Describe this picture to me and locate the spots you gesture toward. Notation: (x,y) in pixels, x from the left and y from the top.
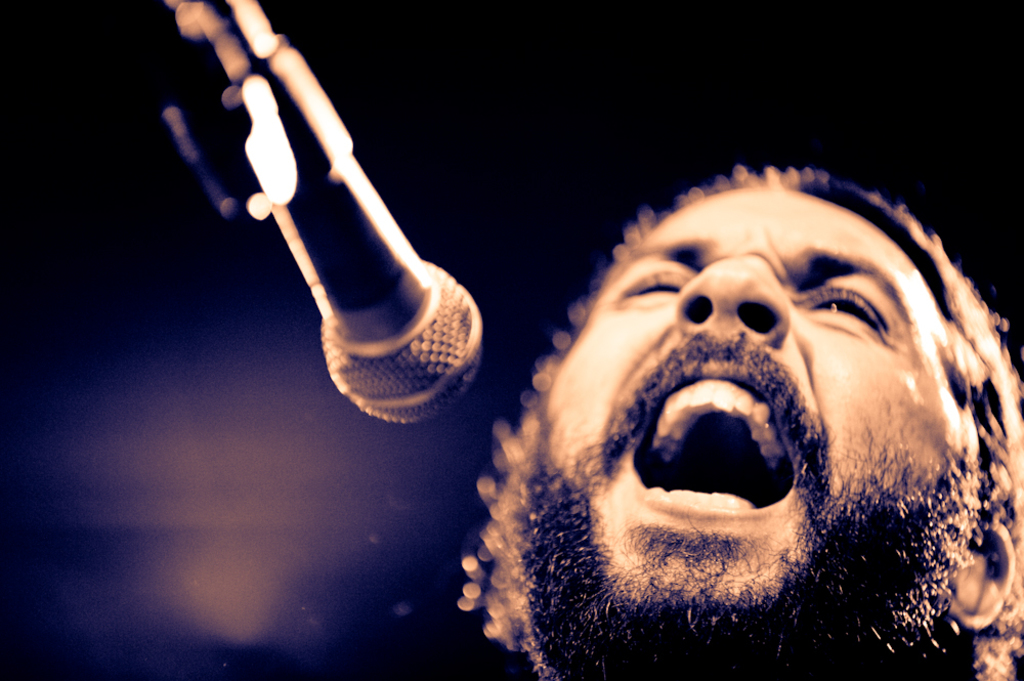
In this image I can see the person (795,546) singing in front of the microphone (331,337) and I can see the dark background (581,15).
